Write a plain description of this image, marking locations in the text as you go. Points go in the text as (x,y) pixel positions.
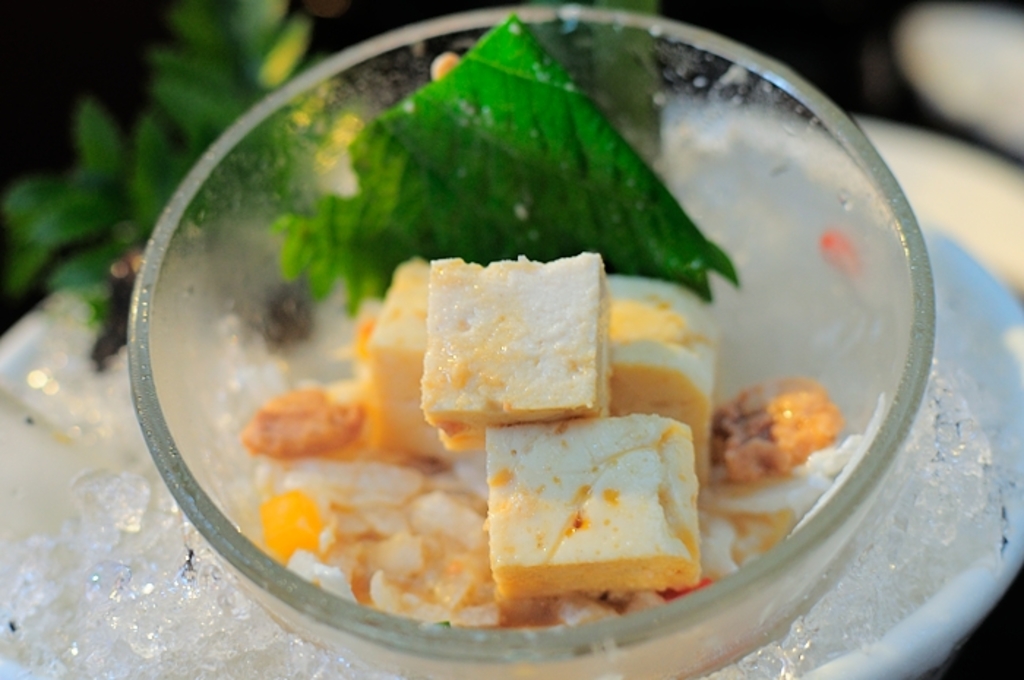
In this picture we can see cubes (407,408) and a green color leaf (509,169) in a bowl (319,78). On the bottom (851,603) we can see ice (164,590) in a white color bowl (992,567).
